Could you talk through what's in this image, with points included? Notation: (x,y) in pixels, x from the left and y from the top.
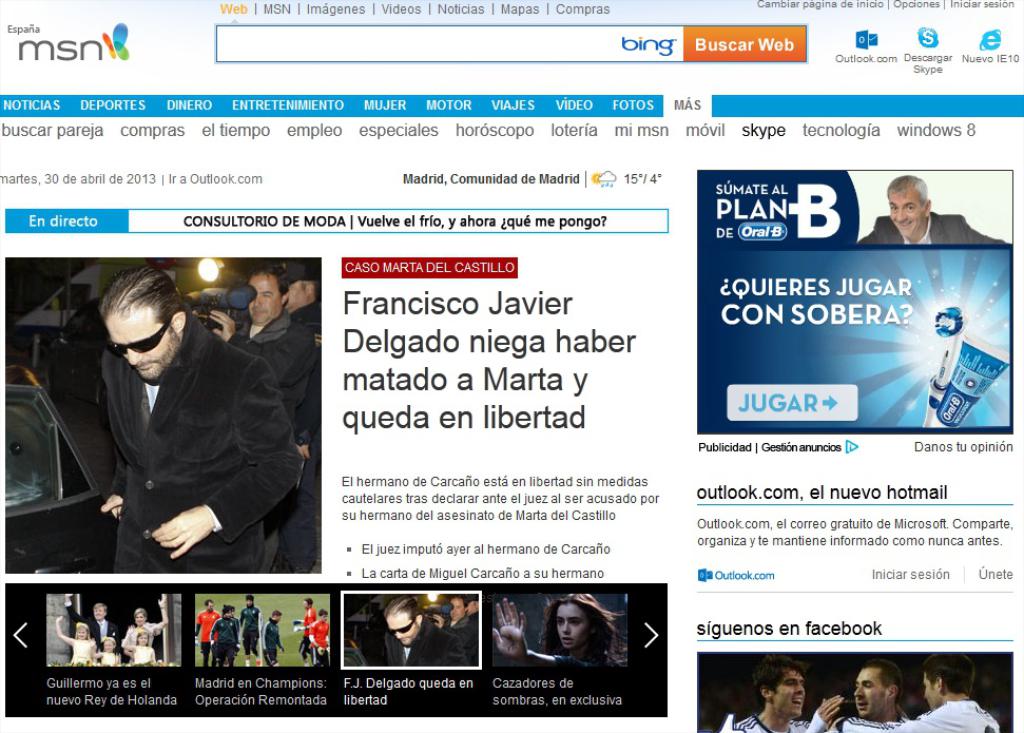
In this image I can see a screenshot (298,289) of a website (434,310) in which I can see few pictures (283,408) of persons (271,637) and something is written.
